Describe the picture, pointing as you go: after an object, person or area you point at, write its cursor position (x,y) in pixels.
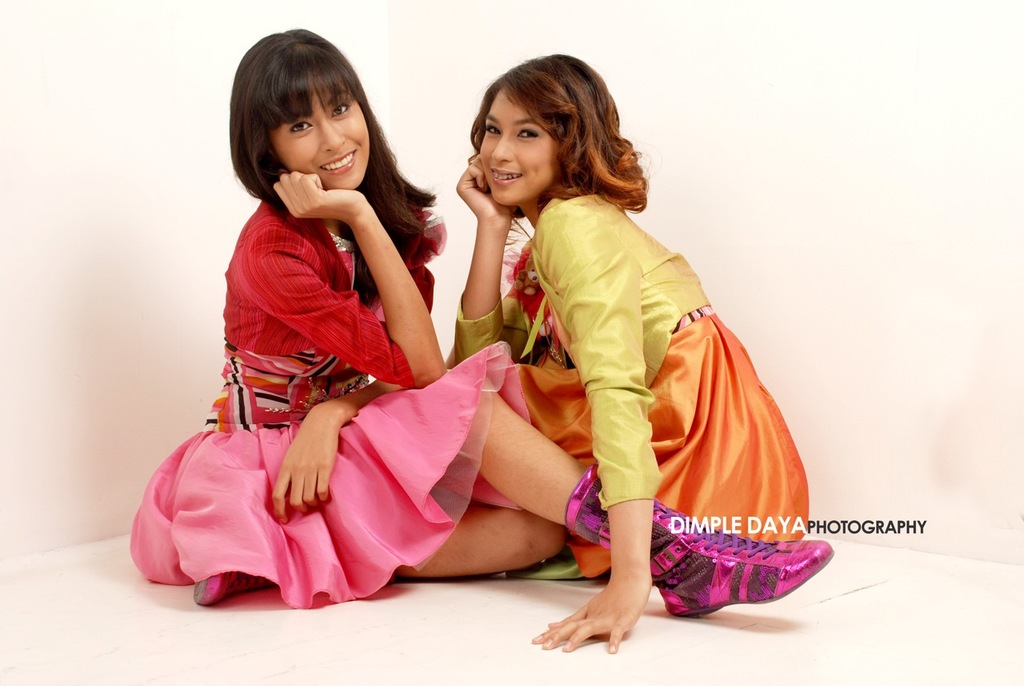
In the middle of the image (402,418) two women (357,138) are sitting and smiling. Behind them we can see a wall (404,51).
